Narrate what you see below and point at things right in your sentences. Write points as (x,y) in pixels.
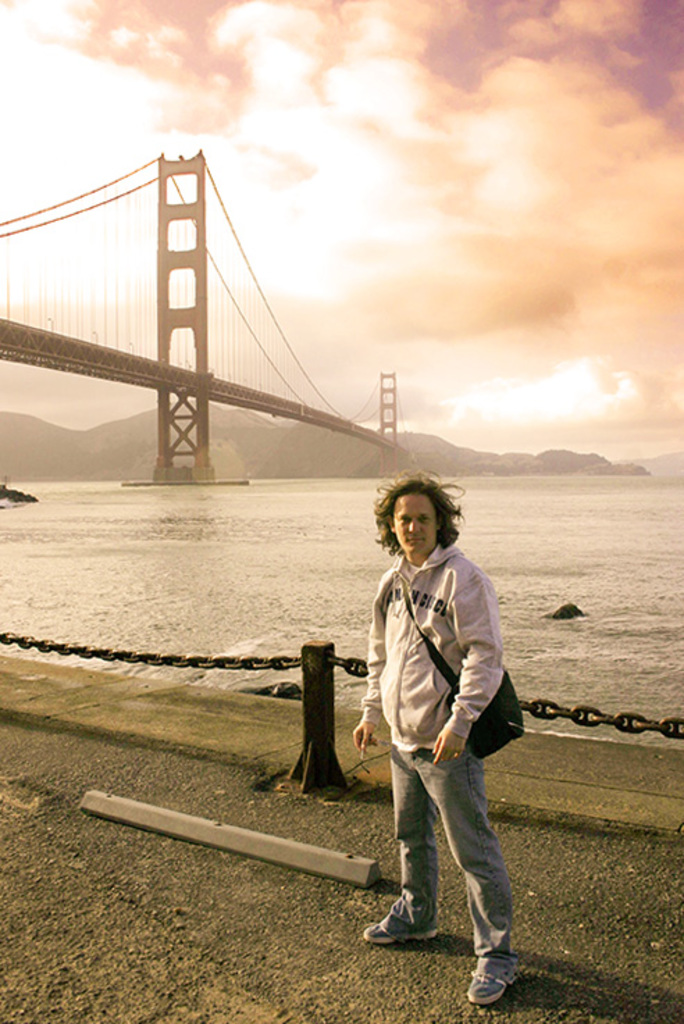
In this image I can see at the bottom (476,837) a man (472,845) is standing, he is wearing the dress (476,837). In the middle (339,544) there is water (365,532) and there is the bridge (271,403). At the top (528,111) it is the cloudy sky (544,151).
